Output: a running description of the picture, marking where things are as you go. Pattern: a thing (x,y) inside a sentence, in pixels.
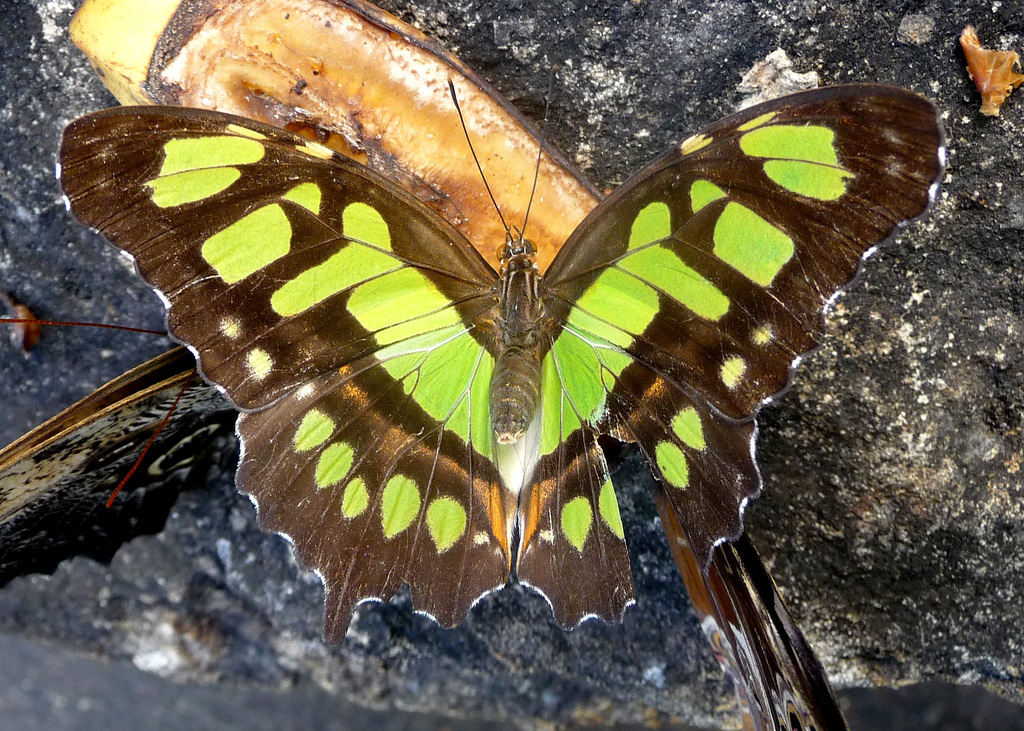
In the picture I can see a butterfly (81,216) which is in black and green color. The background of the image (980,70) is in black color where we can see some dry leaves (996,63) and we can see an object (280,70) which is in yellow color. The bottom of the image (135,604) is blurred.
